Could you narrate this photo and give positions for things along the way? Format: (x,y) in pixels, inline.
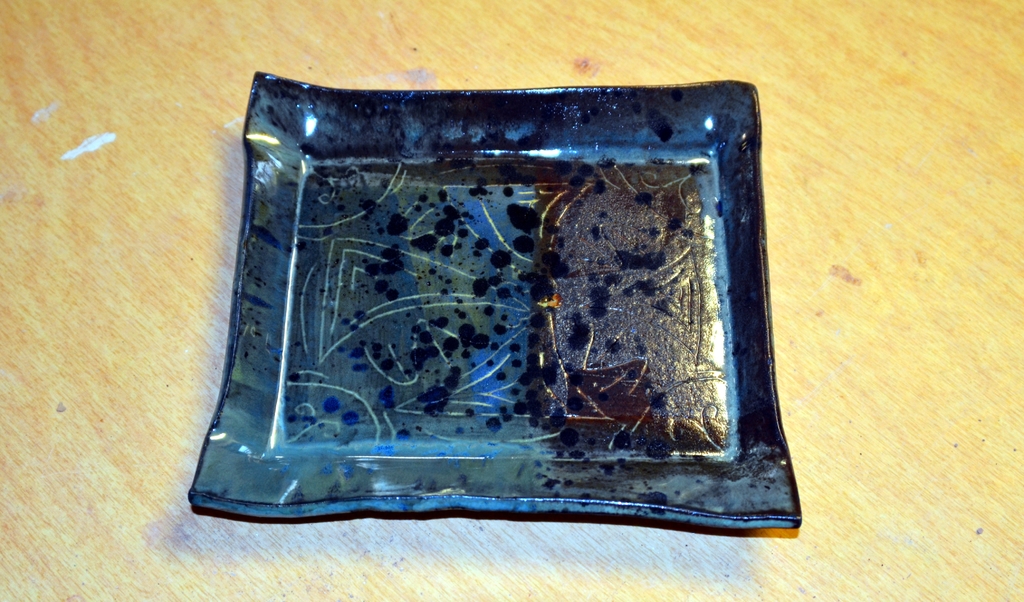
In this picture we can see one plate (553,261) is placed on the table (438,524).
